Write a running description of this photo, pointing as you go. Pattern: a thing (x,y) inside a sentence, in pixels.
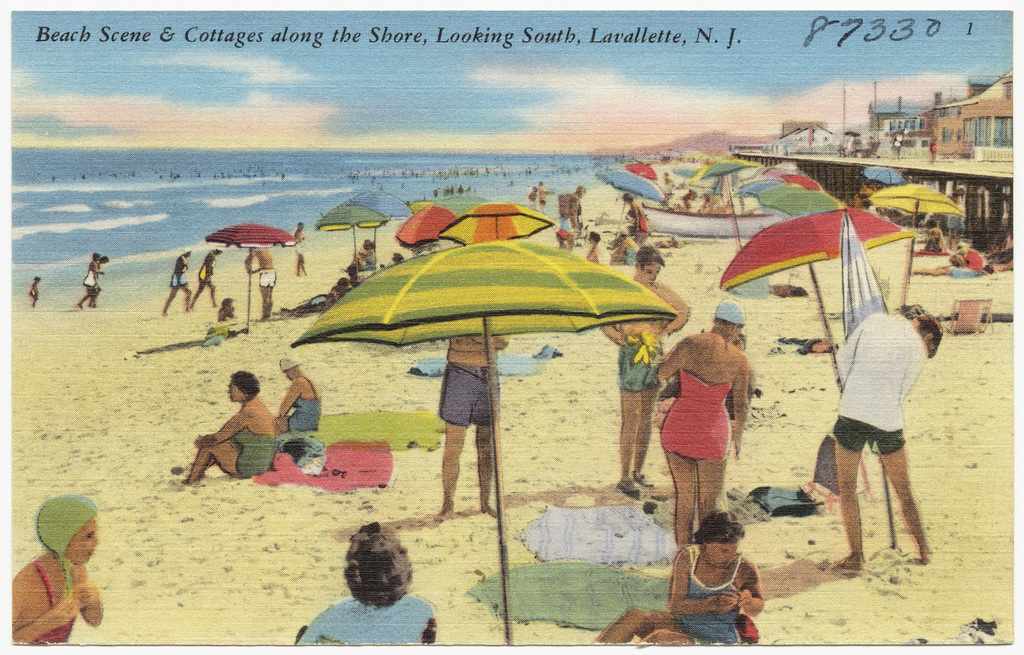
It is an animated image there is a beach (34,443) and there are many people (244,444) in front of the beach (520,554), they are doing different activities and behind them there are few cottages (920,123).
